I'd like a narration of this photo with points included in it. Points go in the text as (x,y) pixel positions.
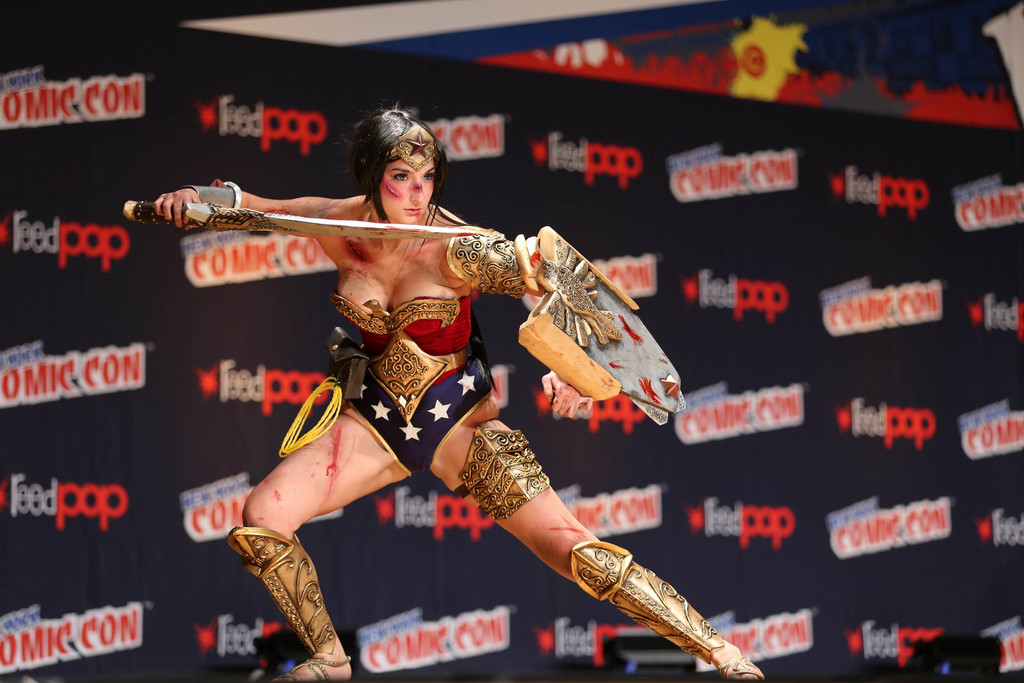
The woman (492,292) in the middle of the picture (363,449) who is wearing the costume (414,368) is holding a sword (137,213) and a shield (565,322) in her hands (573,398). Behind her, we see a board (691,374) or a banner (711,374) in blue color with some text (629,518) written on it. At the top (940,87), we see a banner (648,71) or a sheet (817,8) in white, blue, red and yellow color.
